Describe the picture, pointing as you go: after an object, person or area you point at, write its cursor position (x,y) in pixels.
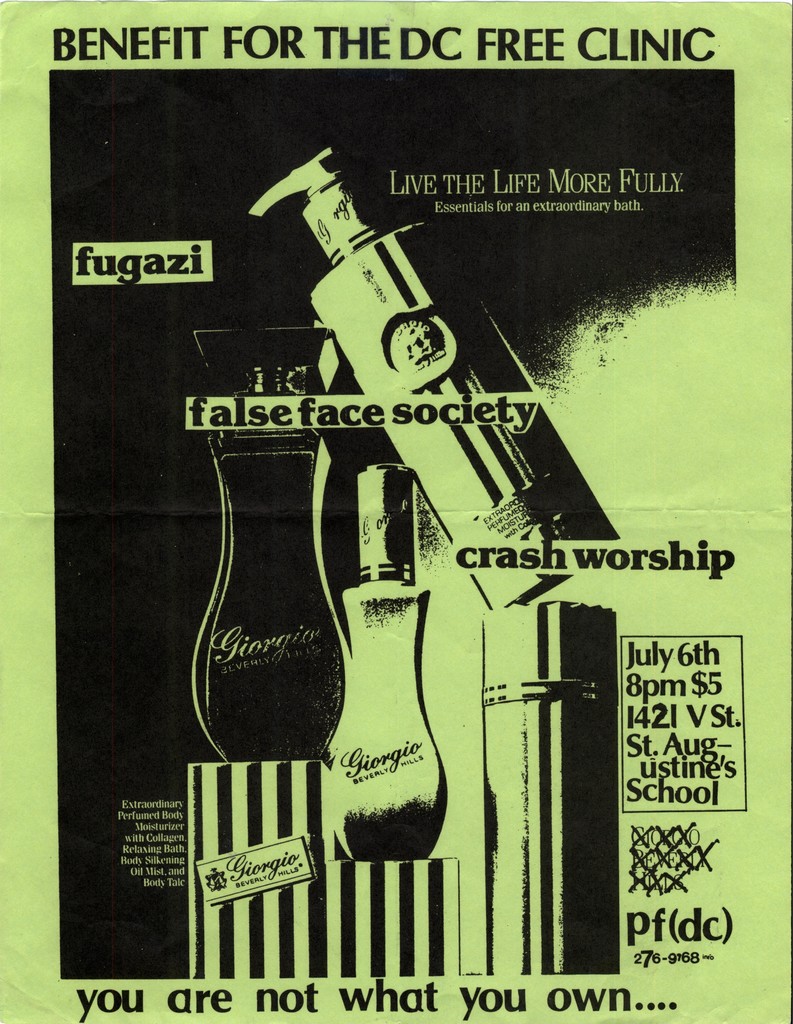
In this image I can see there are bottles (603,889) with the text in black and green color.
